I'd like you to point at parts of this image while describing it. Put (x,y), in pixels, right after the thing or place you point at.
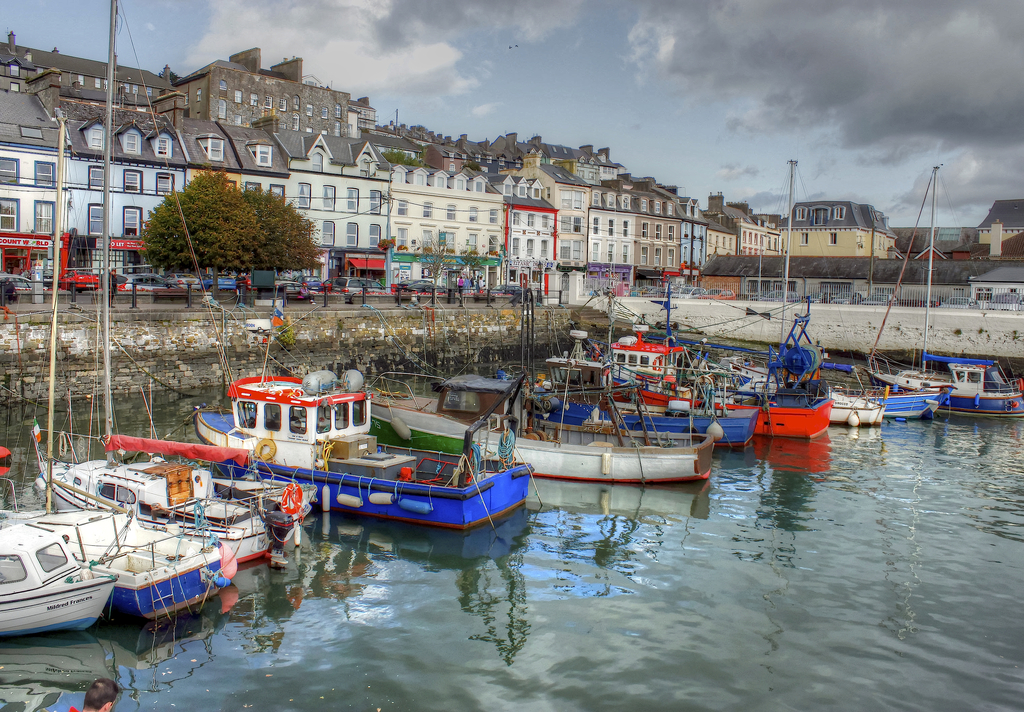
In this image there is the water (724,555). There are boats (279,423) on the water (793,555). Behind the boats (298,410) there is a road (235,298). There are vehicles (219,285) on the road (337,307). There is a railing (238,285) on the road (352,305). In the background (236,227) there are houses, poles (104,305) and tree (247,217). At the top (713,64) there is the sky (576,60).
